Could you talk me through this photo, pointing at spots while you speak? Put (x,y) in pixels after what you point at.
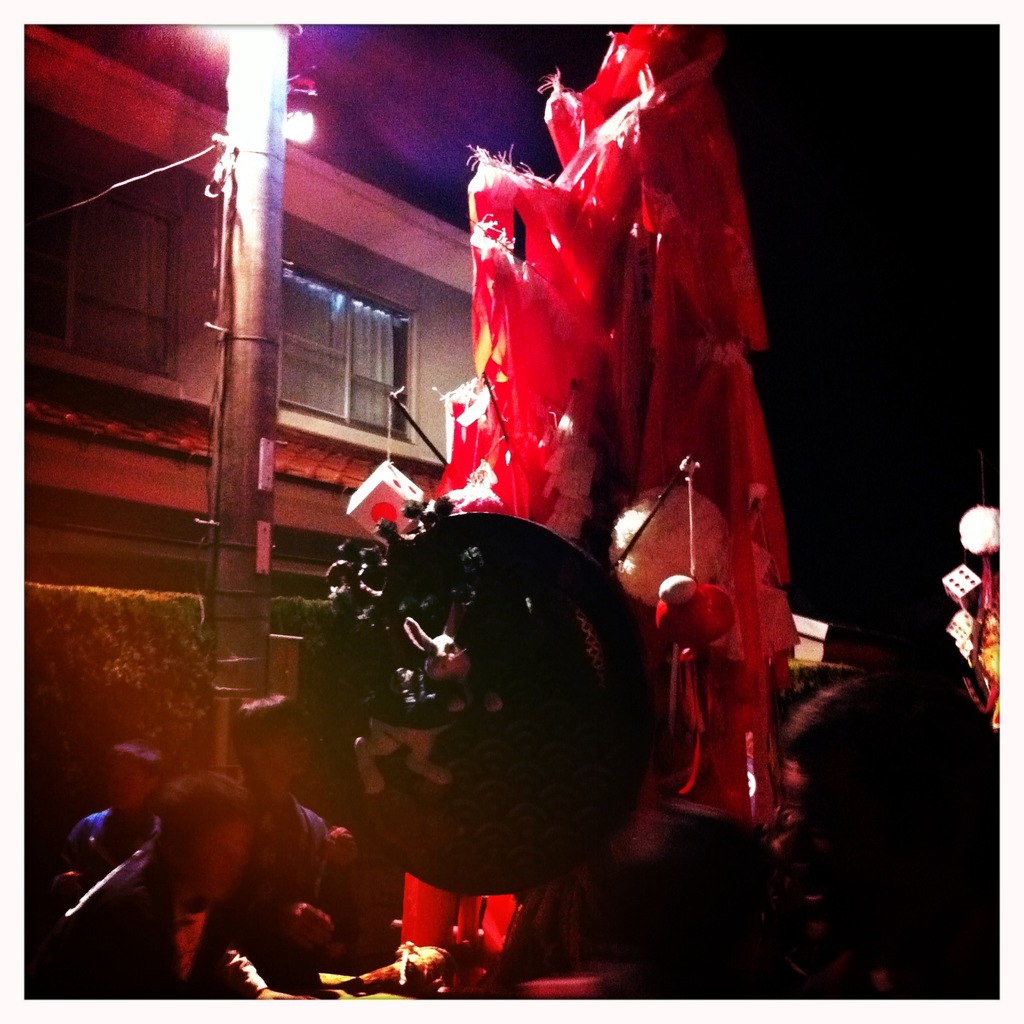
In this picture I can see few people (167,990) in front (896,754) and in the middle of this picture (575,452) I can see a red color thing (482,404), a light pole (225,514) and few things (984,673) on the right (984,701). In the background (46,370) I can see a building (407,325) and I see that this image is little bit in dark.
